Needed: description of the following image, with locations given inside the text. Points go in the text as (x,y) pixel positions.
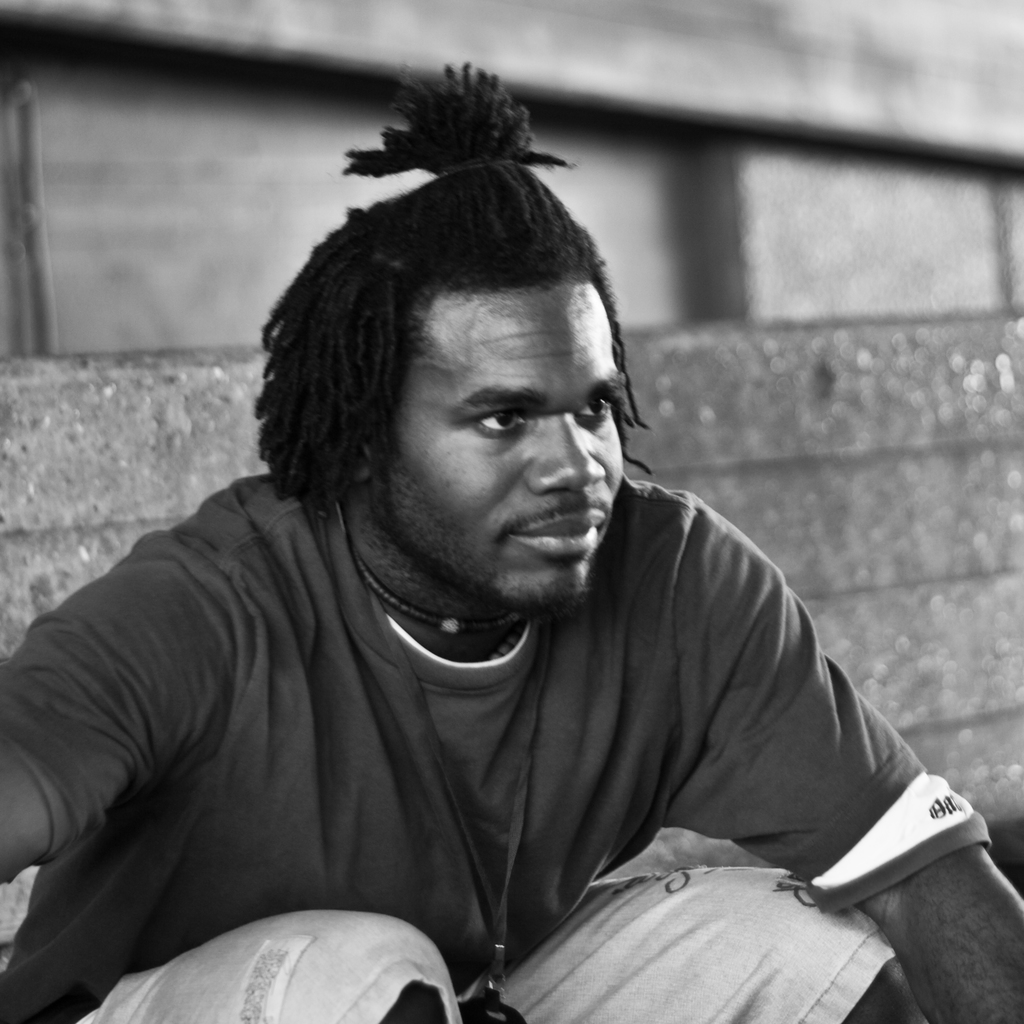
In this image I can see a man (701,883). This is a black and white image.
